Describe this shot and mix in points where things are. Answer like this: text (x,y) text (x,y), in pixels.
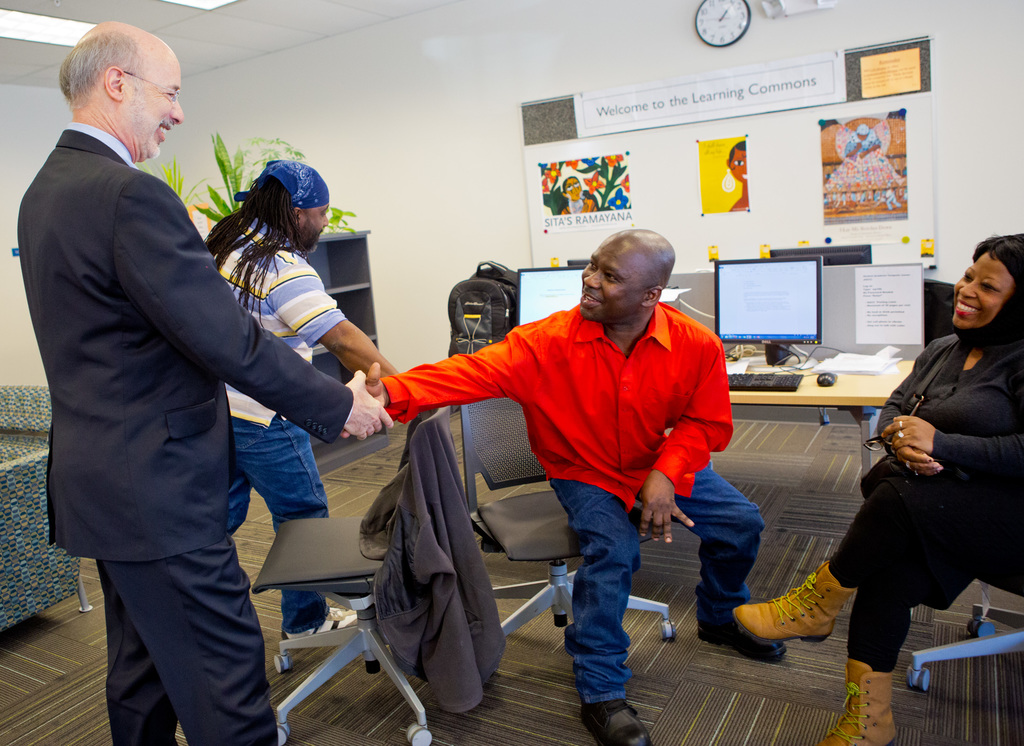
In this picture we can see people (160,486) on the floor (271,598), here we can see chairs (324,588), cloth (424,566), monitors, keyboard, mouse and some objects (475,303) and in the background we can see plants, wall (429,191), posters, clock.
